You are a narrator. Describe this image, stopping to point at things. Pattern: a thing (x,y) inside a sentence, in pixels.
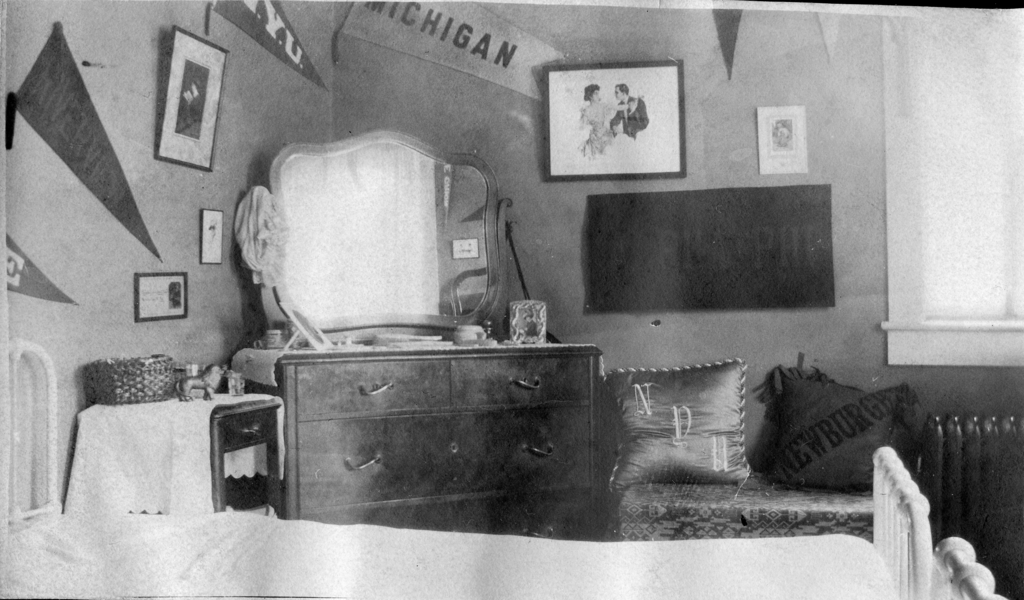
This is a black and white image. This looks like a bed (739,590). I can see two cushions (786,478), which are placed on the small couch (763,529). This looks like a mirror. I think these are the drawers (525,437) with the handles (525,381). I can see the photo frames (215,219) and flags (276,44), which are attached to the wall (772,103). This looks like a table (219,421), which is covered with a cloth (192,468). I can see a small basket (171,392), toy (207,378) and few other things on it. On the right side of the image (978,44), I think this is a curtain (948,259) hanging.
